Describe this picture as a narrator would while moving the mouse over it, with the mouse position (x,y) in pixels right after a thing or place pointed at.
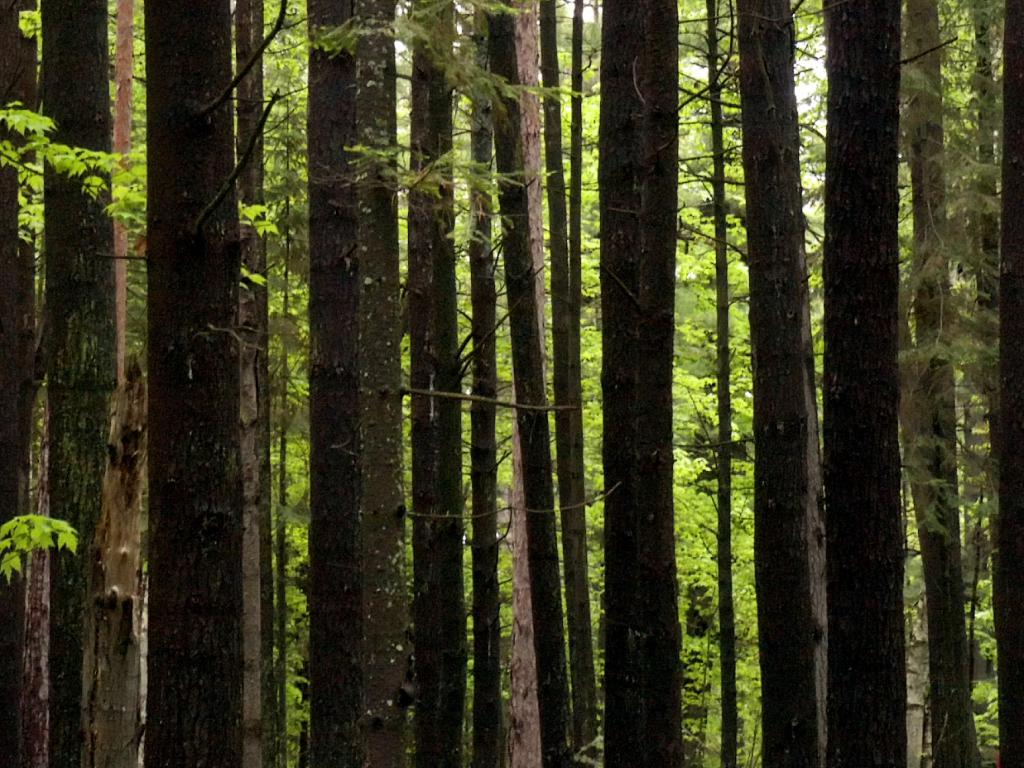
In this image, we can see so many tree trunks (62,700) and trees (528,457).
